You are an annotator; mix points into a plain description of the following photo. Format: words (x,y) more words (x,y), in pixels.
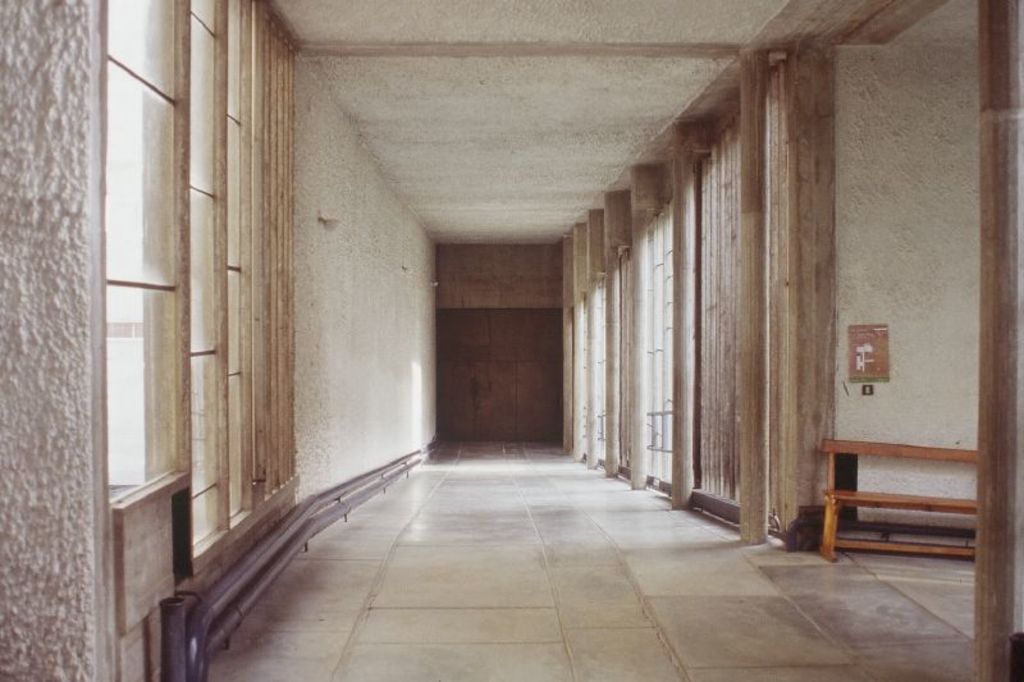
This image consists of a room (599,574). At the bottom (424,538), there is a floor (425,560). To the left (210,350) and right, there are windows (658,373). And pillars (745,484) made up of wood (739,210). At the top (644,122), there is a roof (542,207).
